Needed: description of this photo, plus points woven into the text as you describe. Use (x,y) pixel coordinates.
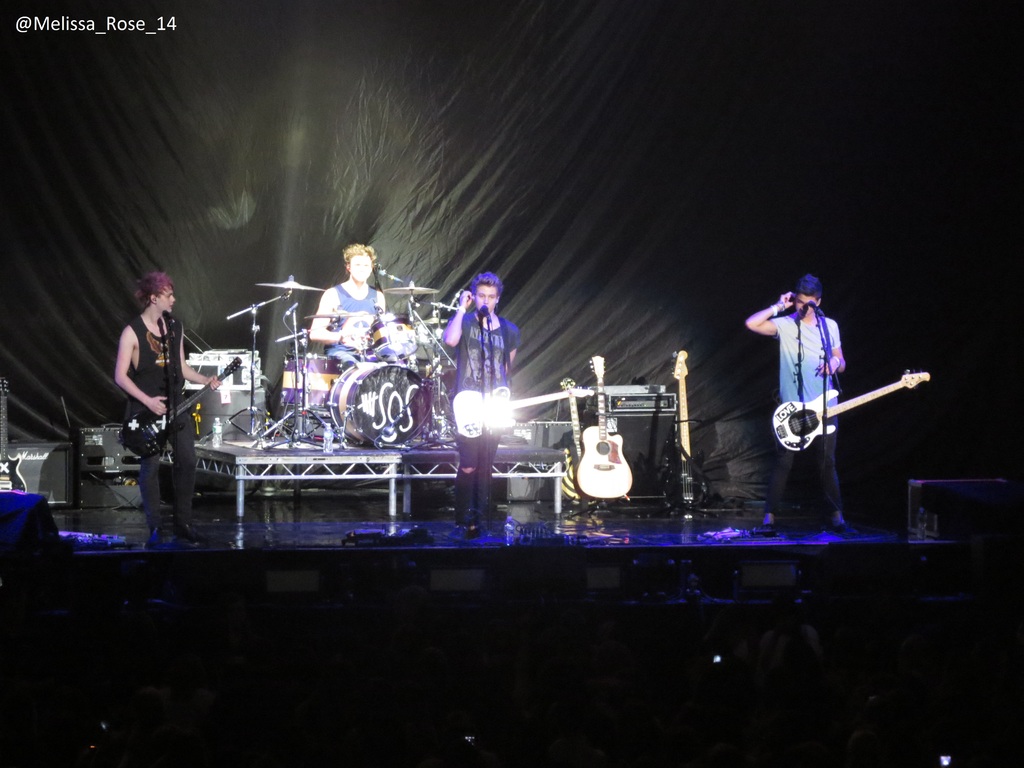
In this image we can see three people (467,470) standing. They are wearing guitars (164,439). There is a man (357,296) sitting and playing a drum (384,334). There are speakers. In the background (751,225) there is a curtain (536,173). There are guitars (582,489) placed on the stand (599,504).
